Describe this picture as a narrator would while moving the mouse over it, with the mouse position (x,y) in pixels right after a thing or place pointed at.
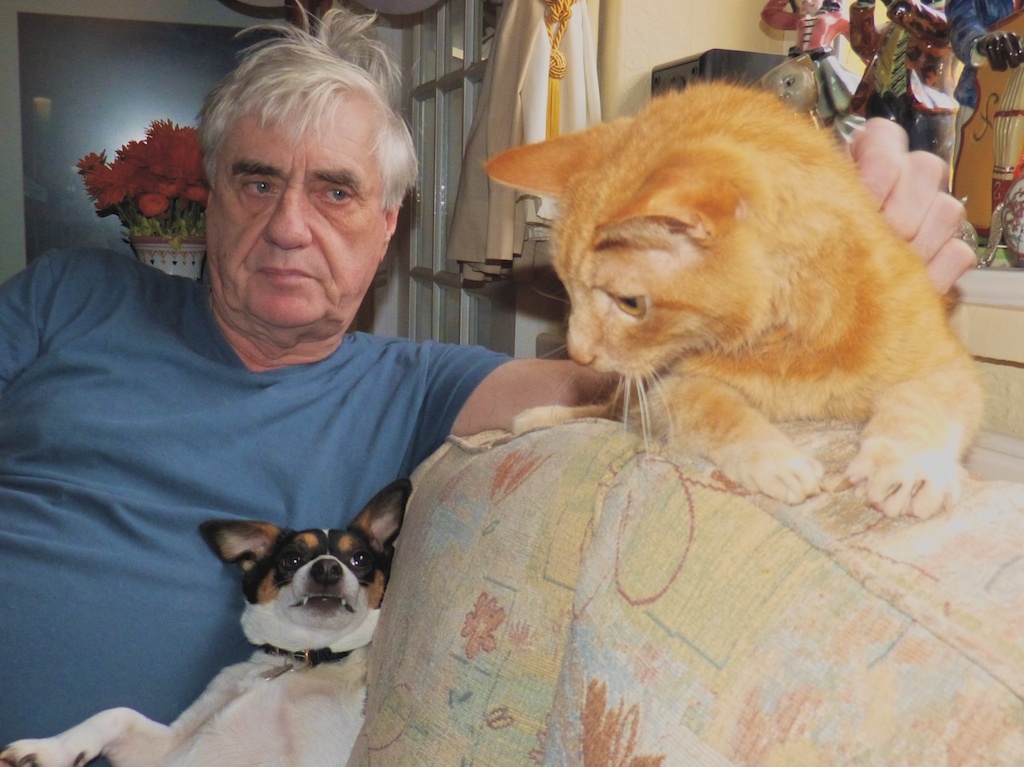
In the image a man (434,358) is sitting. Beside him there is a dog (260,662) and cat (745,443). Behind him wall (12,171) and flower pot (136,179).
